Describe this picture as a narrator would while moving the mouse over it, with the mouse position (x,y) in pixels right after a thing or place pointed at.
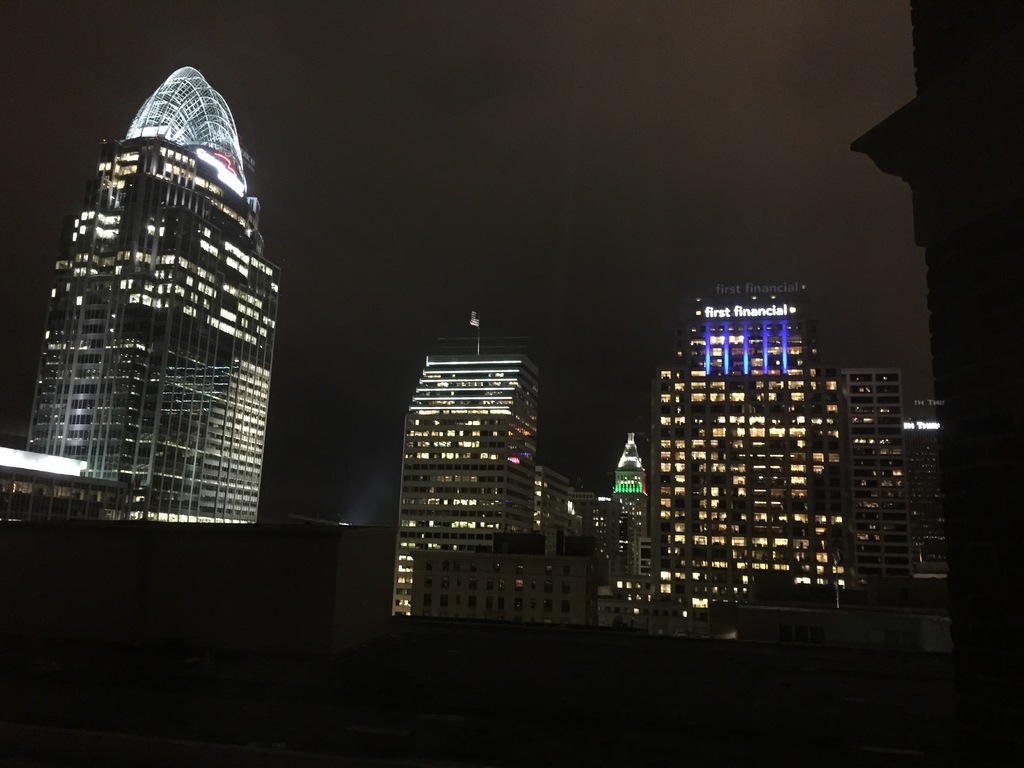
In this picture we can observe some buildings (411,462). There are some lights (465,504) in the buildings (511,476). In the background (428,265) there is a sky (544,227) and it is dark.
